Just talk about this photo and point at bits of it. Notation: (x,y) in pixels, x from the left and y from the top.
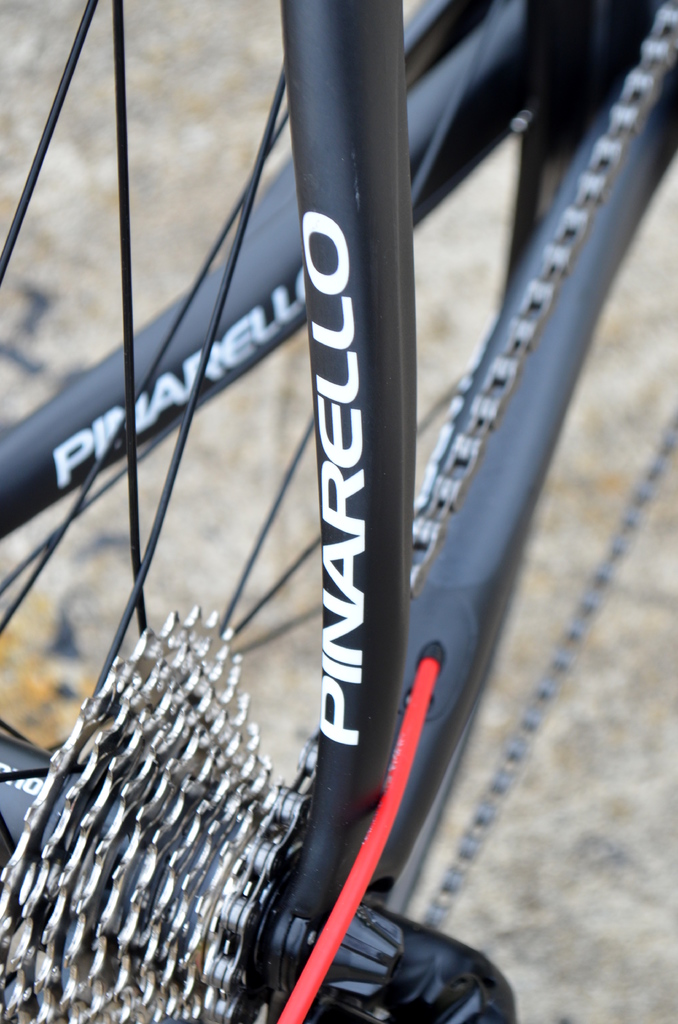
In this picture we can see black color bicycle frame (479,480) and gears (163,807). Behind there is a ground (536,768).
